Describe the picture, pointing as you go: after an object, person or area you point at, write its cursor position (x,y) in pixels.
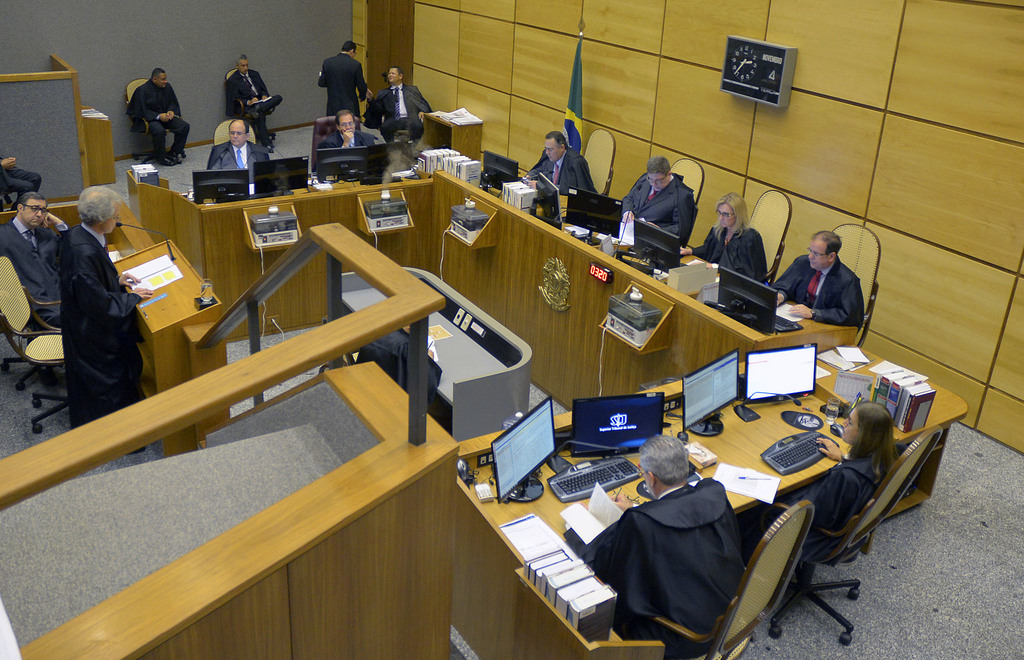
There are many people (346,134) sitting in the chairs (318,134) in front of the tables (768,431) on which the computers (714,419) were placed. There are some books (449,154) on the table (638,279). There is a man (109,274) standing near the podium (185,281) and talking in front of a mic (117,227). In the background (148,117) there are some people (148,117) sitting and we can observe a wall (189,37) here.
